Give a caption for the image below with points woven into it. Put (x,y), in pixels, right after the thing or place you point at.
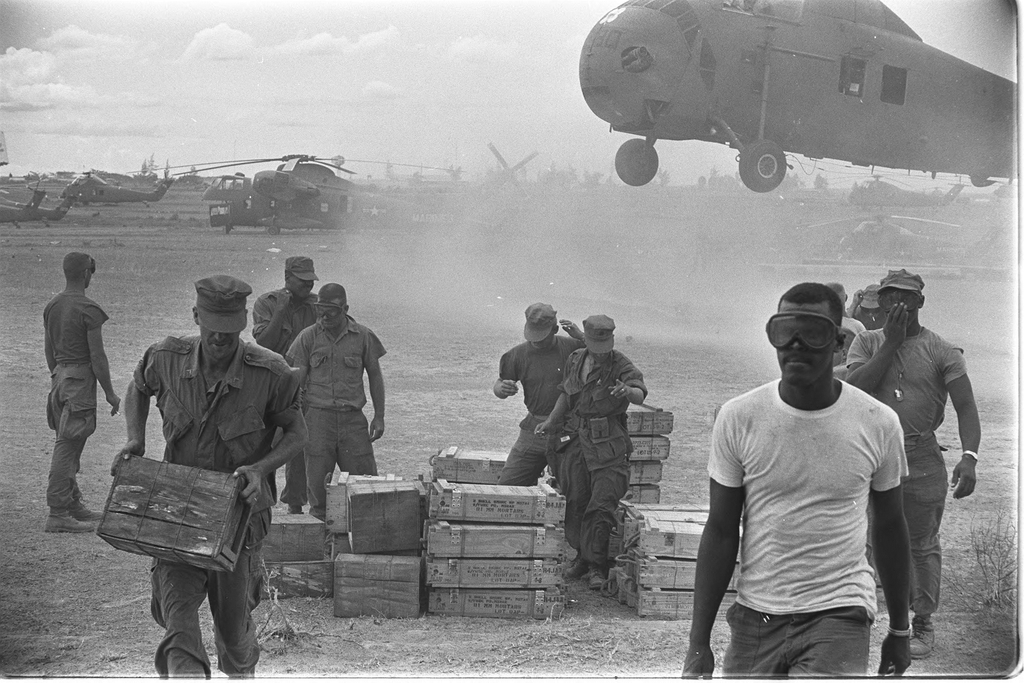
This is a black and white picture. In the foreground of the picture (398,436) there are boxes (488,502), people (578,439), plants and soil (313,617). In the center of the picture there is a helicopter (756,173). In the background (912,206) there are helicopters (916,192) and trees (736,188).
